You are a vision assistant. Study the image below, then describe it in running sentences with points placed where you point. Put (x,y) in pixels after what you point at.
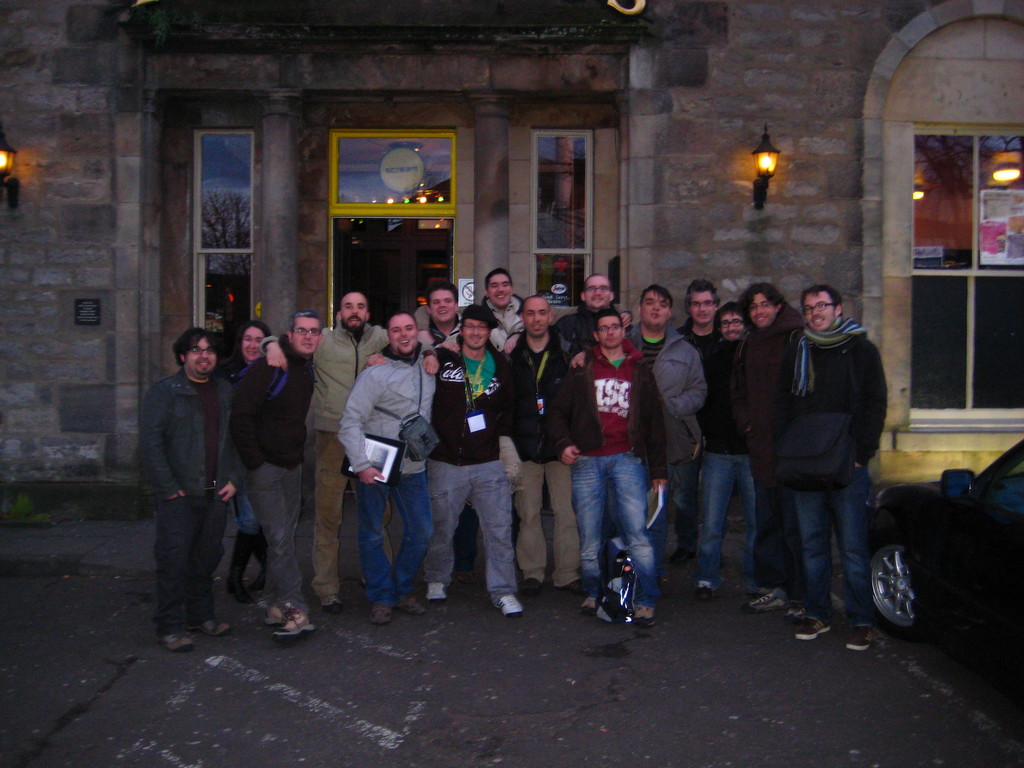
In this image I can see there is a group of people (682,331) standing, they are holding a few objects (387,457) and wearing bags (798,448). In the background (142,210) there is a building (398,180) with windows (975,255).
